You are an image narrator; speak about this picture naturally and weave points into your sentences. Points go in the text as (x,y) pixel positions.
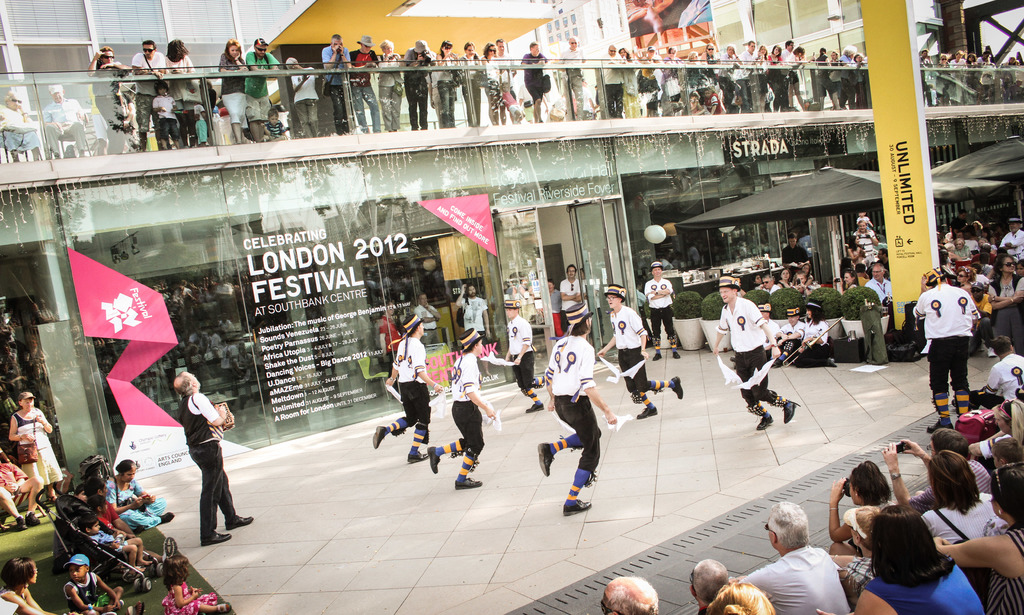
There are groups of people (983,88) standing and few people (813,327) sitting. These are the flower pots (701,317) with the plants (776,308) in it. I can see a group of people (483,405) dancing. I can see a baby (84,535) sitting in the stroller (80,516). This is a glass door (509,252). These are the kind of patio umbrellas (991,183). This looks like a board (893,115). I think this is a building (602,35).
